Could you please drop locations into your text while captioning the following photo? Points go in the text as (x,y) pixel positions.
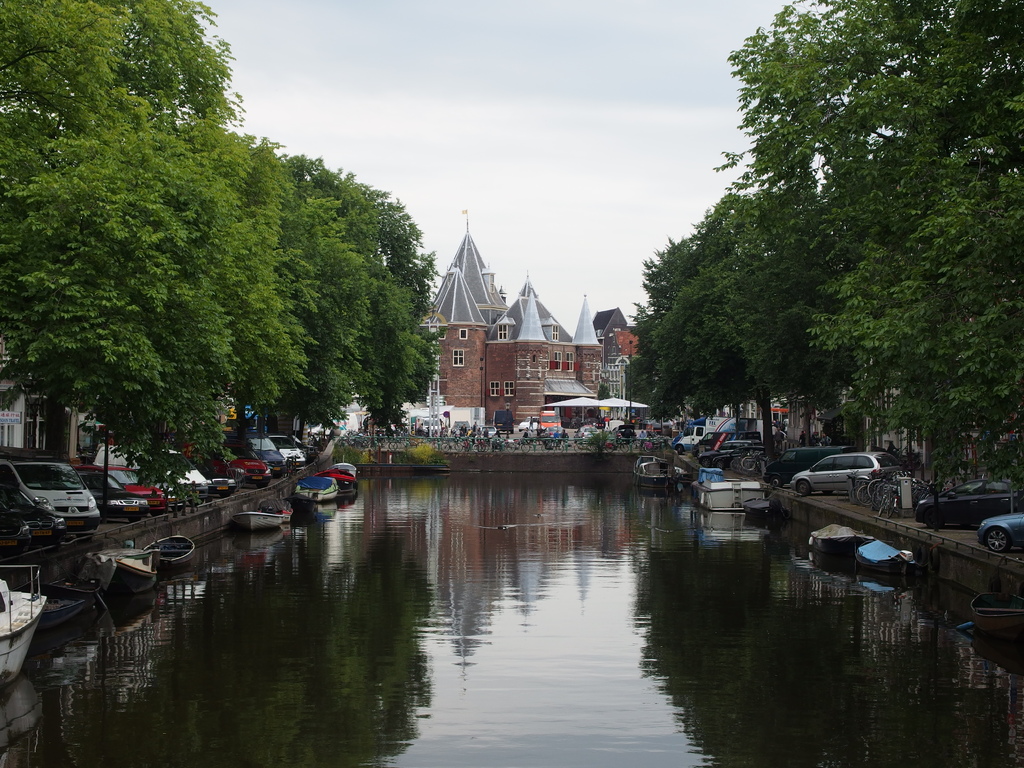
In this image we can see several boats (338,487) on the water (888,575). Group of cars (981,507) parked on the road (81,536). In the background (7,327) we can see group of trees (387,196). building (630,331), shed (592,401) and sky (401,113).
